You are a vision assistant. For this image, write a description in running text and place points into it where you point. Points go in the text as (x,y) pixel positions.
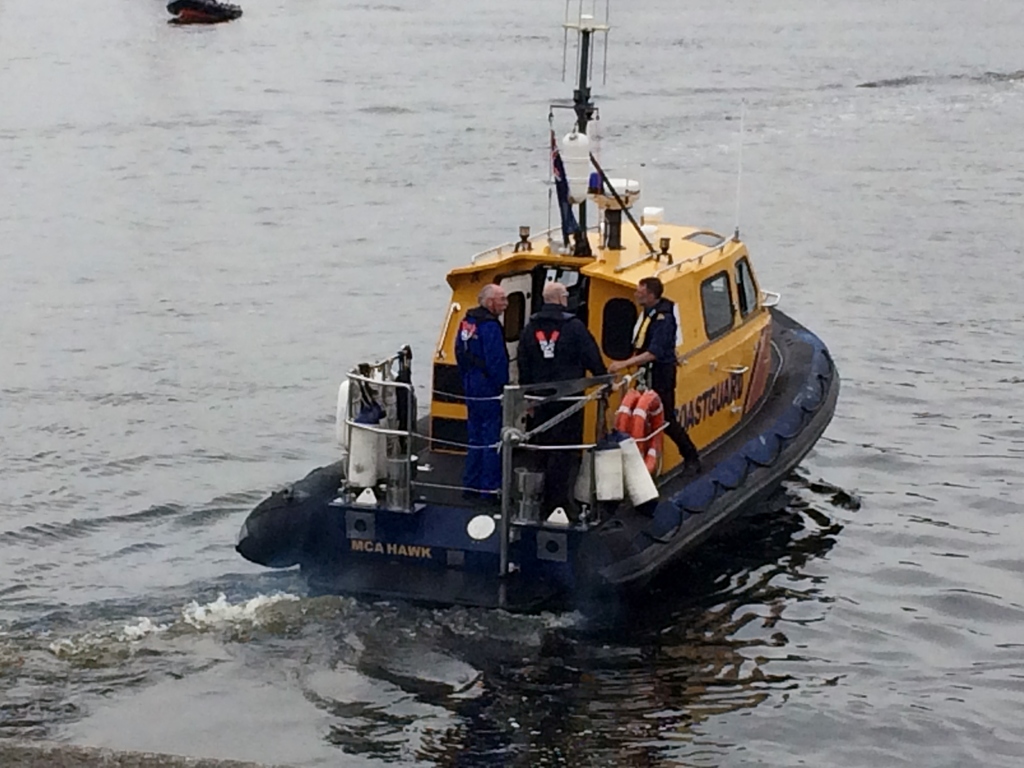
In this picture we can see there are three men (533,354) standing on the boat (507,408) and the boat (534,398) is on the water (429,630).
